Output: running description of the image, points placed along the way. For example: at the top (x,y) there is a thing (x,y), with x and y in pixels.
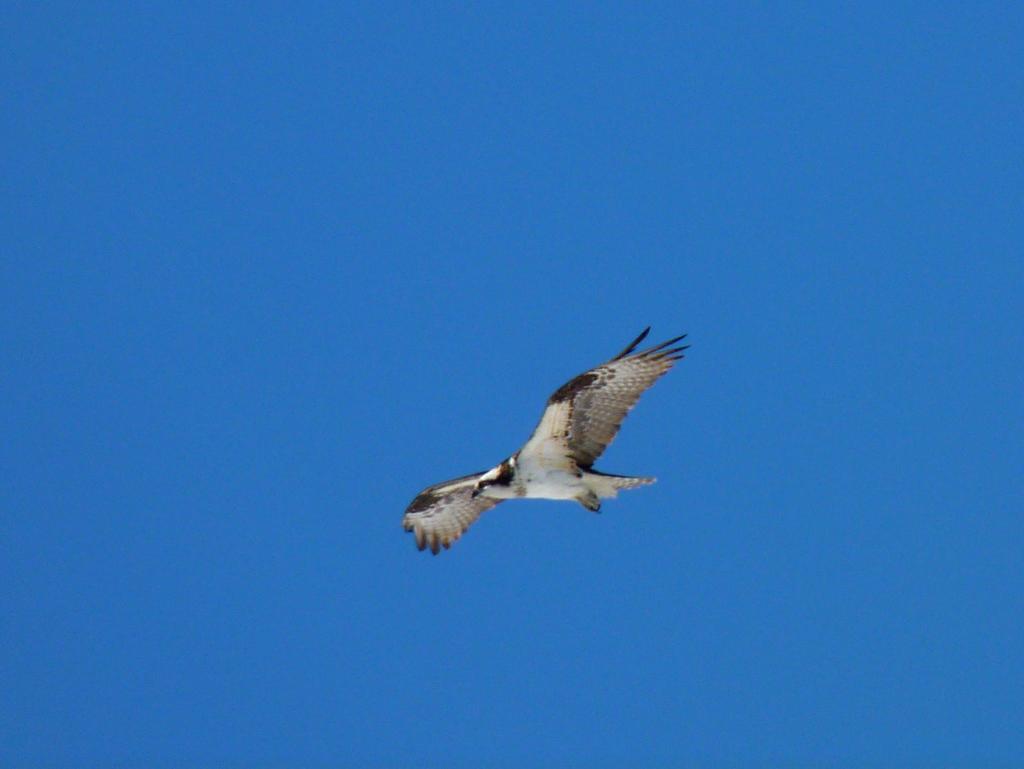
In this picture I can see a bird (507,476) flying, and in the background (511,405) there is the sky (426,467).
